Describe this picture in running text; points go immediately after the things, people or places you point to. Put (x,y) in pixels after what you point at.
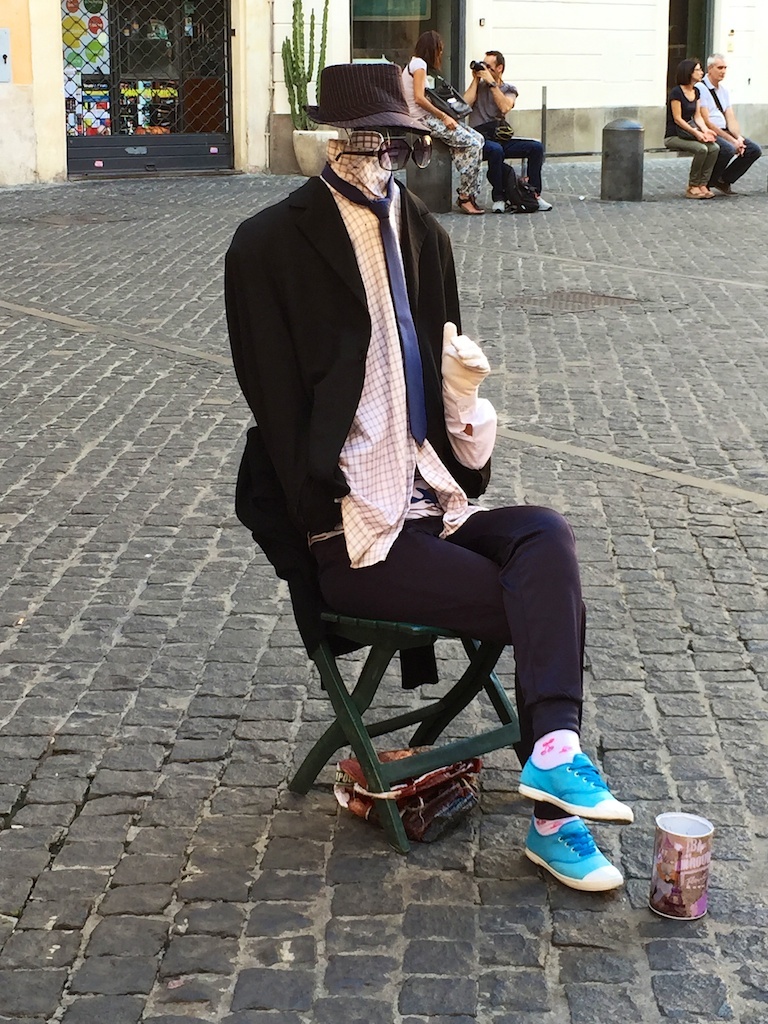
In this image, I can see the shape of a person (306,395) sitting on a chair (430,635). In the bottom right side of the image (670,863), it looks like a tin (670,873), which is on the ground (624,939). I can see an object (449,800) under a chair (380,782). At the top of the image (206,106), there are shops (212,56), a cactus plant (295,79) in a flower pot (303,147) and I can see four persons (705,117) sitting on the benches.
